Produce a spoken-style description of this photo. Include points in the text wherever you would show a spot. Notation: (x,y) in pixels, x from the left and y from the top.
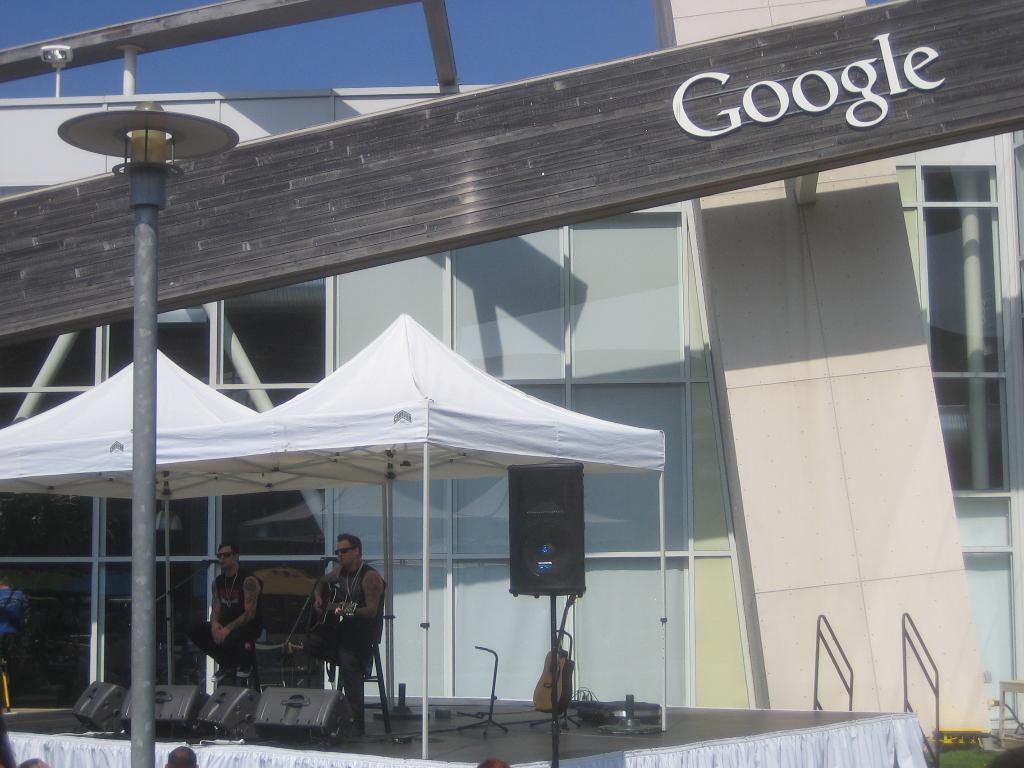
In this image we can see two persons (344,635) are sitting on the chairs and among them a person (333,645) is playing guitar (327,615), musical instruments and objects (313,721) are on the stage (566,737), speaker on a stand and we can see the tent (242,428). In the background (781,215) we can see a buildings (763,210), glasses (424,276), text (828,103) written on the wall (689,171) and objects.
